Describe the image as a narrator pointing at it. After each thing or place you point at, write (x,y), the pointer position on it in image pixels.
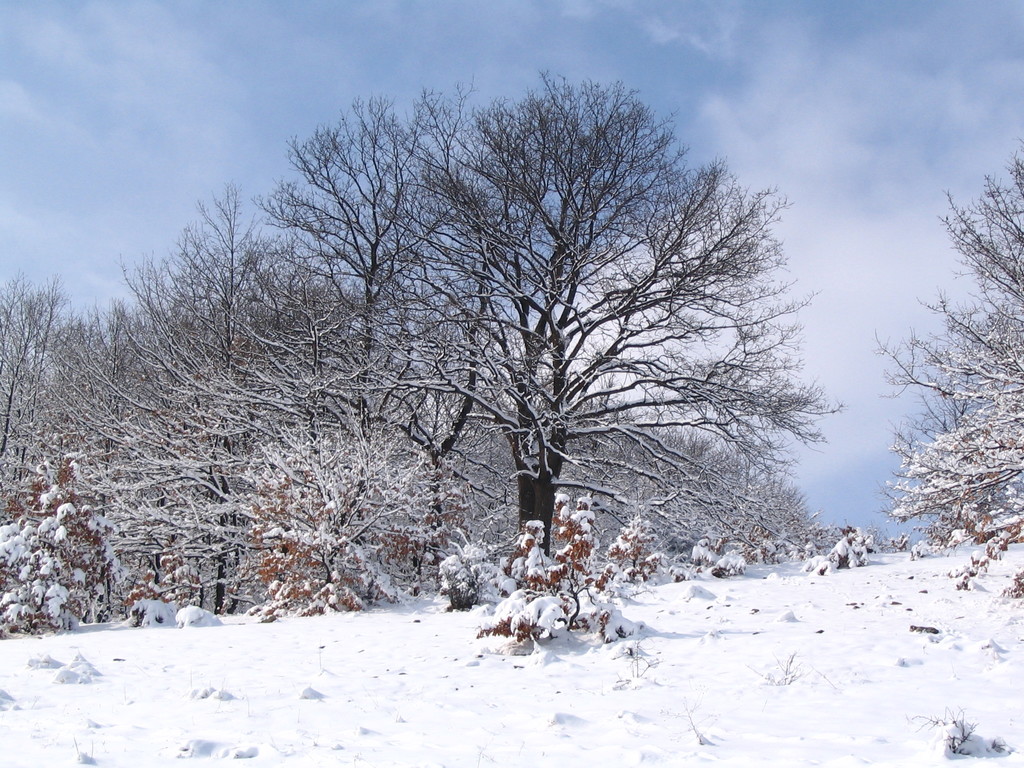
In this image we can see sky (115,47) with clouds (132,58), trees (554,333) and ground (932,554) covered with snow (634,621).
